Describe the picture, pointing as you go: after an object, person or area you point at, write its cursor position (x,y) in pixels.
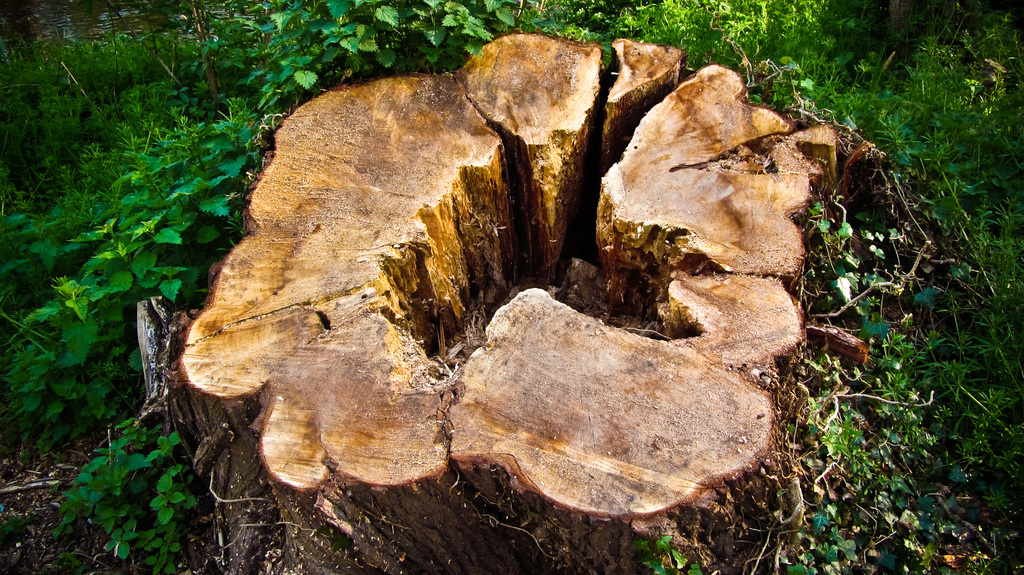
In this image in the center (675,267) there is tree trunk (758,219), and in the background (238,73) there are some plants (153,456) and at the top (110,27) there is some water (92,25).
